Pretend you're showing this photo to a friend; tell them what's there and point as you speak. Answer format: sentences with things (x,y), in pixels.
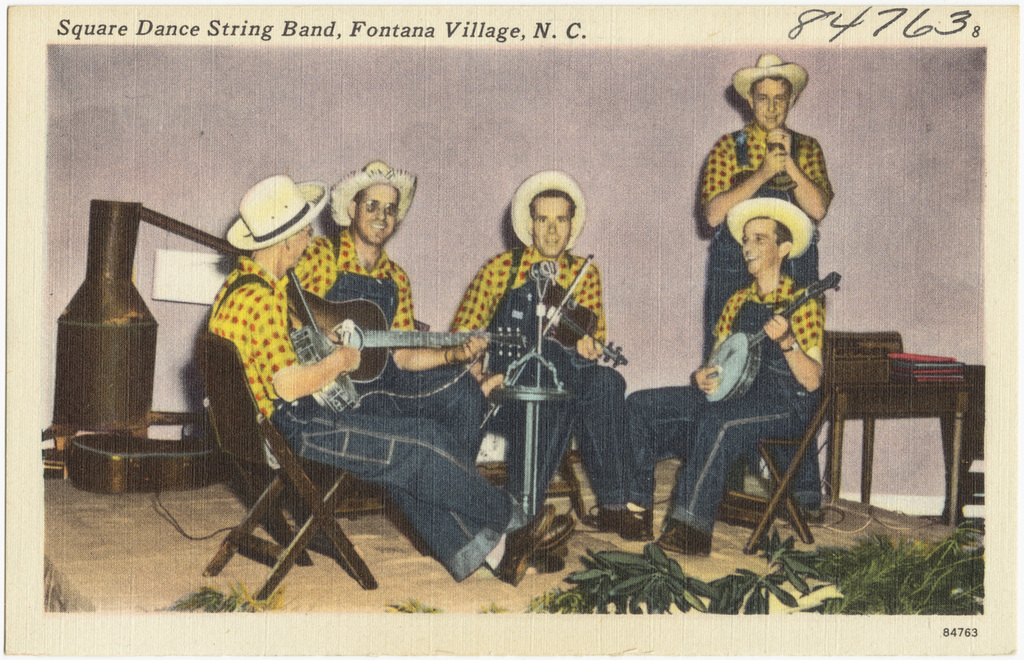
This is a poster, in this poster we can see people (422,517) sitting on chairs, one person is standing, here we can see guitars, leaves (912,591), table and some objects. In the background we can see some text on it.
